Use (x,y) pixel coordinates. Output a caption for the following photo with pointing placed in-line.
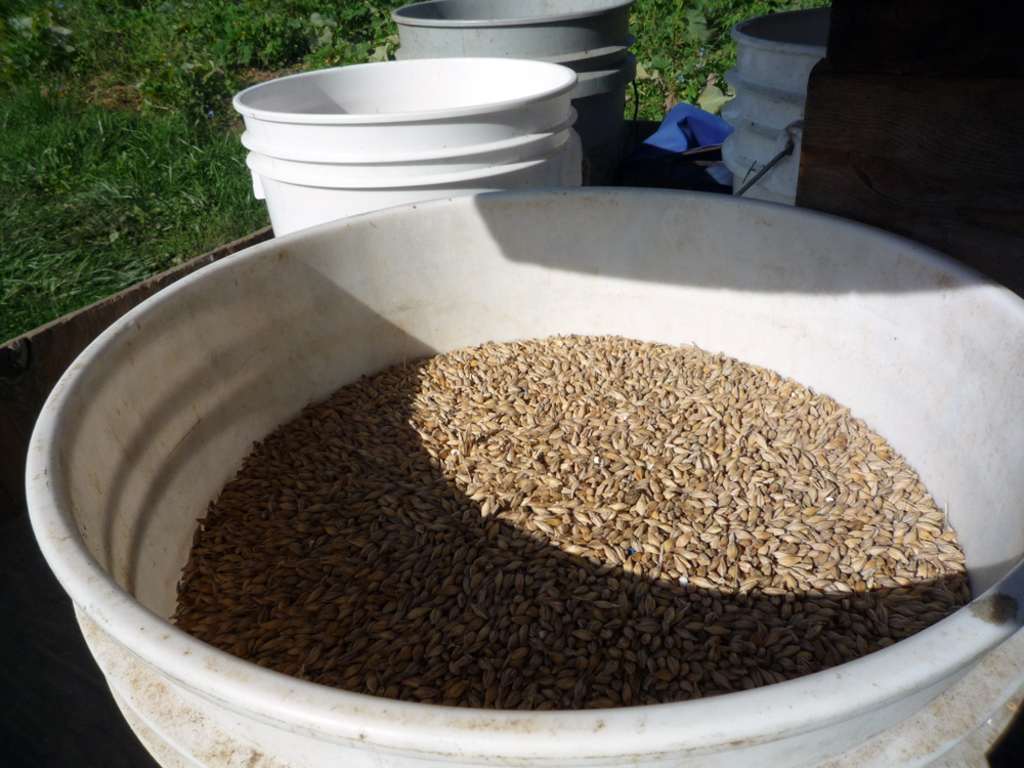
In this image, we can see some food grains (479,417) in a container (437,274). We can also see some buckets (570,63). We can see some wood (141,295) and grass (117,202). We can also see a blue colored object (681,117).
